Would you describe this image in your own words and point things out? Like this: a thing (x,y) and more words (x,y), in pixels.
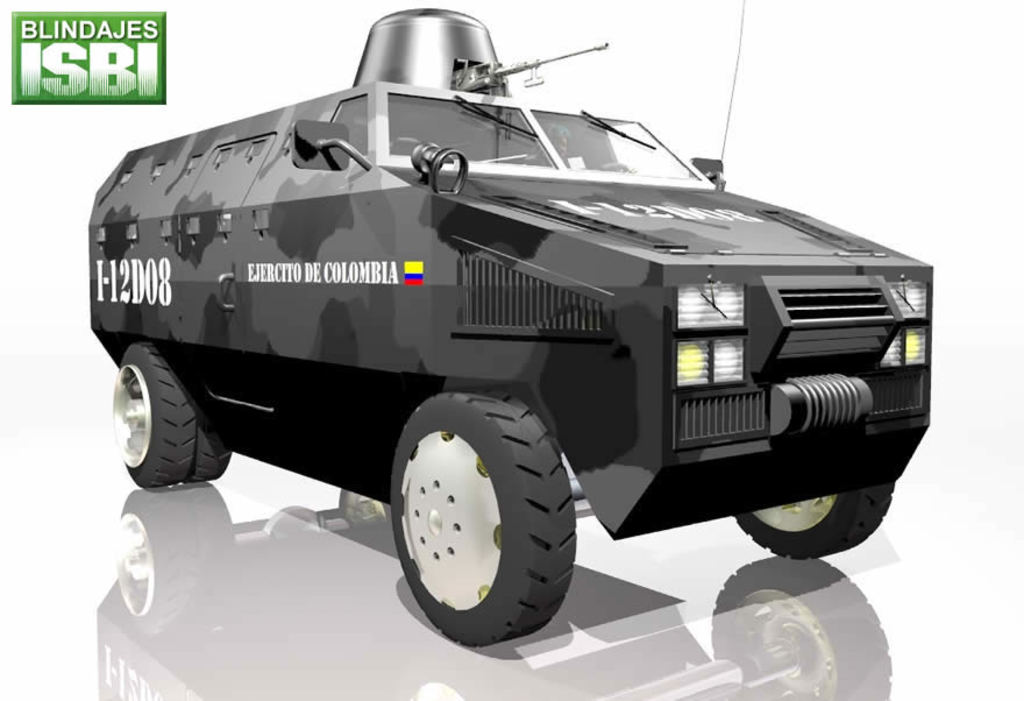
This is a black color car (468,353).
